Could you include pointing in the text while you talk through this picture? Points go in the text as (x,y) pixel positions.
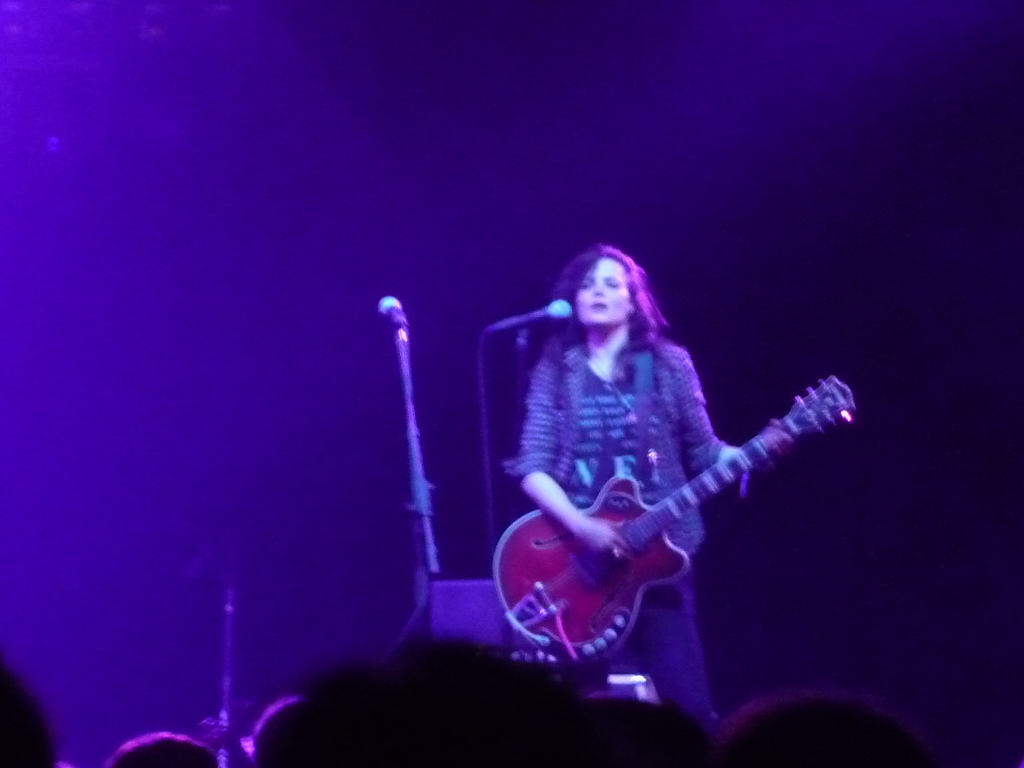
As we can see in the image there is a woman (603,281) holding guitar (753,443) and there is a mic (495,326).
